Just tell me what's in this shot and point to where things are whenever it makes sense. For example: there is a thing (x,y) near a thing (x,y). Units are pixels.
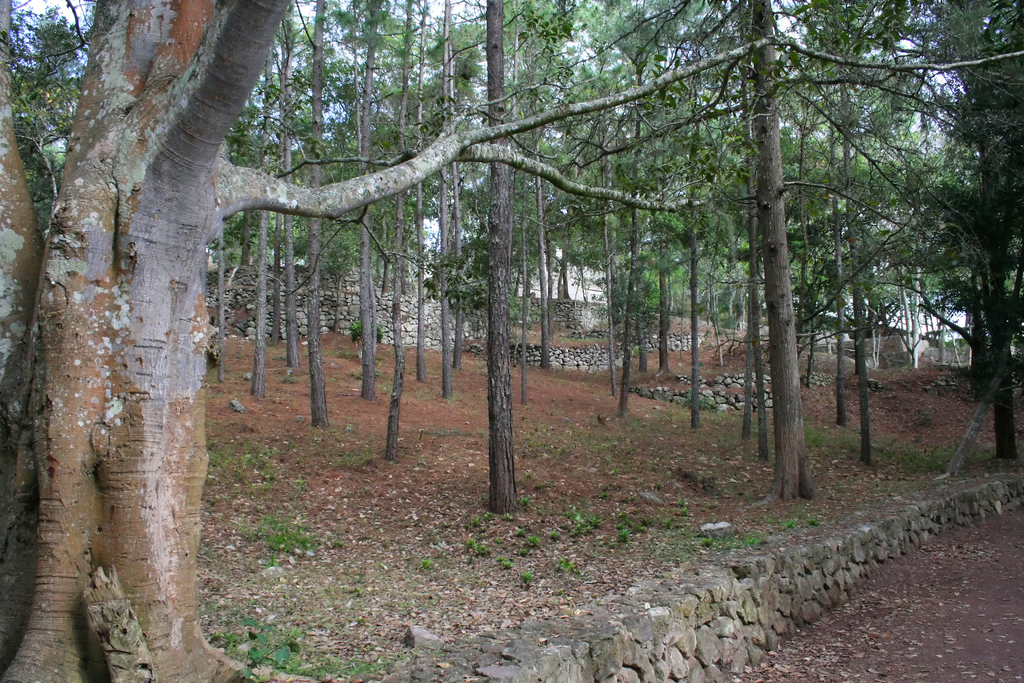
In this picture I can see there are many trees (187,391) here and there is soil (455,529), grass (239,624) and small plants (480,547) on the floor (480,490) and in the backdrop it looks like there is a building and there are dry leaves (852,652) on the floor (916,642) at right side (942,642).
